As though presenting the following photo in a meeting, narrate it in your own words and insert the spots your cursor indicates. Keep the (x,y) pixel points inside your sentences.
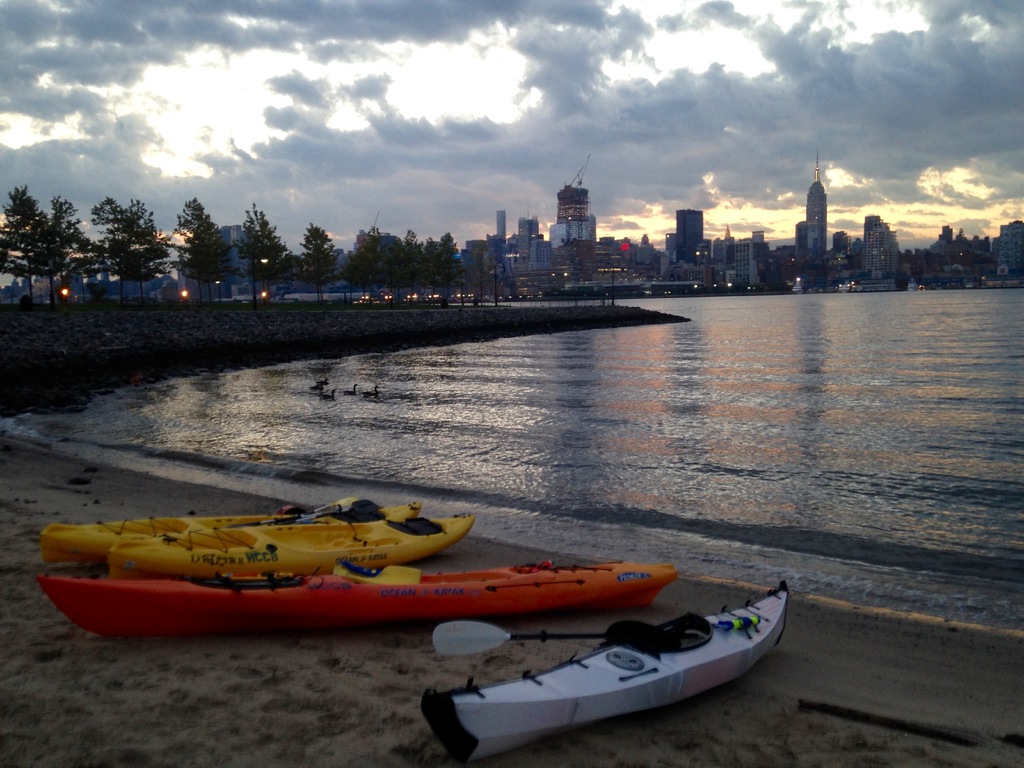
In this image we can see boats (514,593) on the shore (568,620) and ducks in the water (650,399). In the background (62,285) we can see trees (114,269), buildings (844,258), electric lights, towers (817,223) and sky (511,167) with clouds (585,140).
